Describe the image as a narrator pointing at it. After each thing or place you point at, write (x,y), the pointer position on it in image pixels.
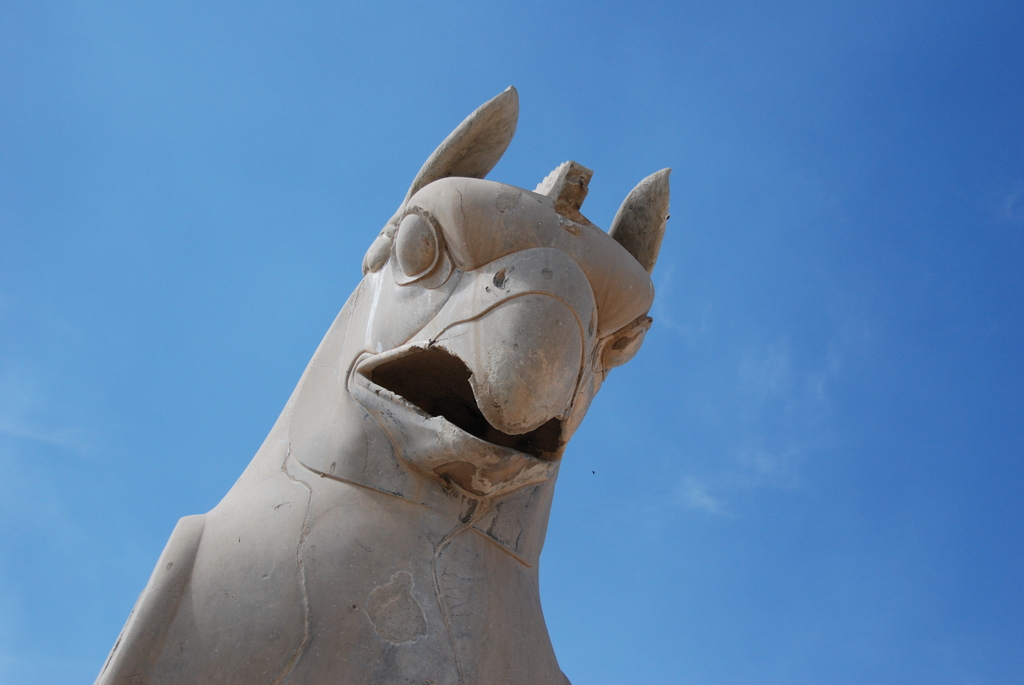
In the image in the center (482,348) we can see one statue (419,421). In the background (101,285) we can see the sky (113,246).
